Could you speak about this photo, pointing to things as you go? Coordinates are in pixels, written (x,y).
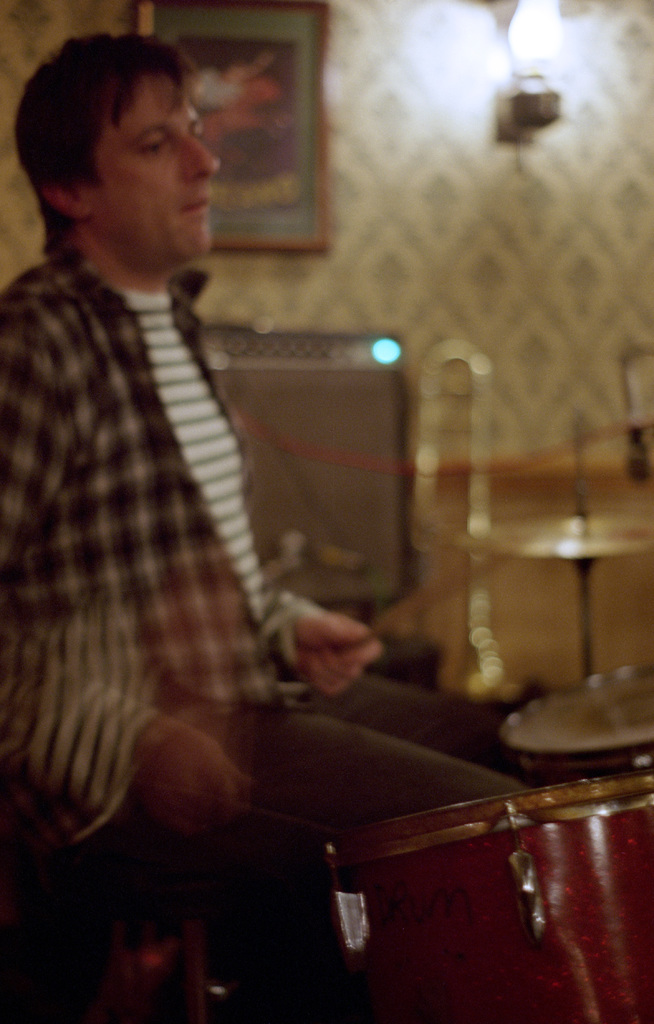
In this image there is one person (102,369) who is sitting on a chair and he is holding sticks (396,624), in front of him there are some drum (535,830) and it seems that he is playing drums (532,743). In the background (406,510) there are some musical instruments (480,416) and wall (424,316), on the top of the image (268,163) there is one photo frame (273,78) and light (538,109) on the wall (380,256).
